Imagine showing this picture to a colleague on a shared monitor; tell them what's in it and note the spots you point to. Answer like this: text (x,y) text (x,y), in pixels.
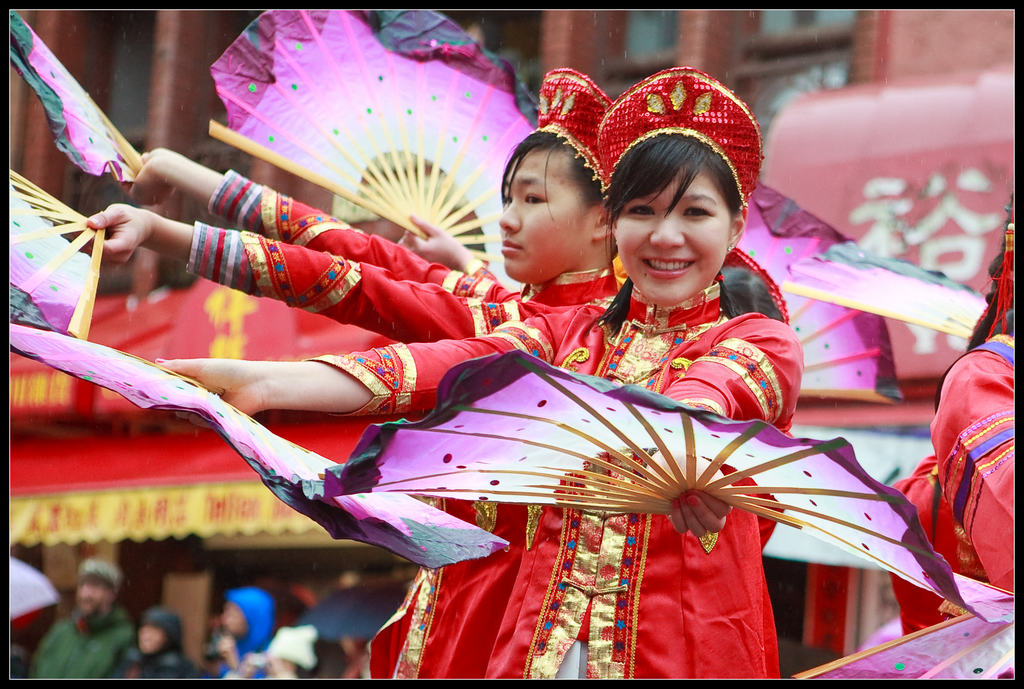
As we can see in the image in the front (455,667) there are few people (392,357) wearing red color dresses (473,328) and dancing. In the background (128,537) there are buildings (183,60) and banner (169,515).
